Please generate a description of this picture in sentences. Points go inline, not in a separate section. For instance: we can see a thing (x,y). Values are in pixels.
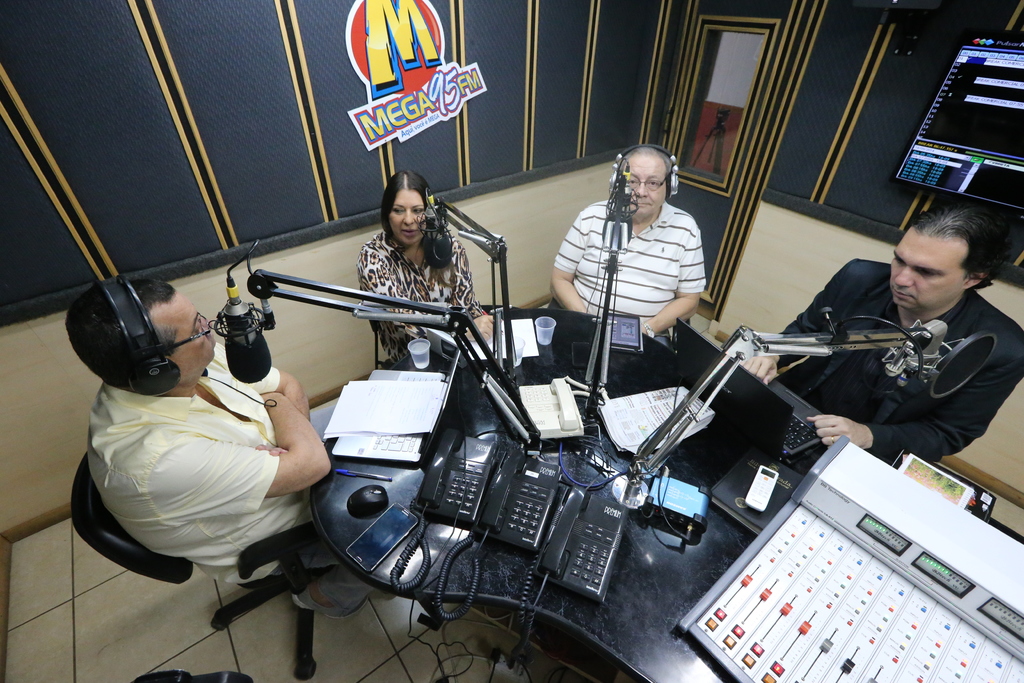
This picture shows few people (661,302) seated on the chairs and we see couple of them wore headsets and we see microphones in front of them and few telephones (562,515) and paper glasses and a mobile (394,534) and we see mouse (382,489) on the table (646,340) and poster (380,2) on the wall (332,14). We see a television (976,55) and a sound controlling machine (836,487) on the table (339,528).
